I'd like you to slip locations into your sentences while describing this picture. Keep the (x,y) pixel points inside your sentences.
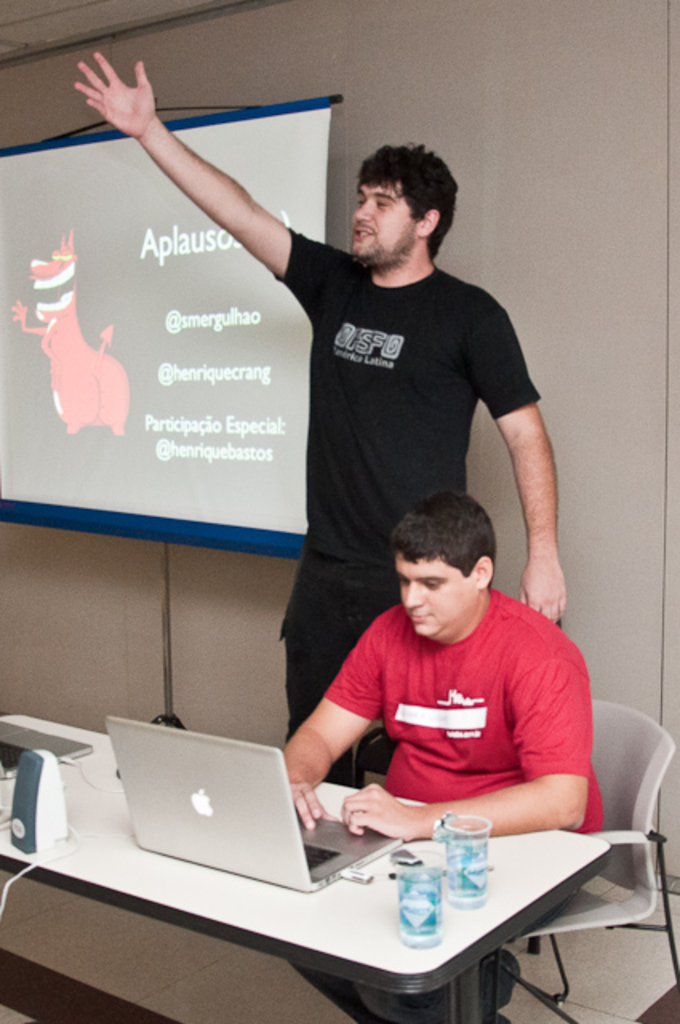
in this image the two persons (552,634) are there one person (482,660) is sitting on the chair (632,846) and one person (374,367) is standing and the person (388,808) who is sitting doing something work on laptop (250,794) back ground is there on the table (254,895) the two glasses (416,905), speaker (32,773), laptop (223,806) and charger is there and the back ground (573,617) is wall (492,208).
